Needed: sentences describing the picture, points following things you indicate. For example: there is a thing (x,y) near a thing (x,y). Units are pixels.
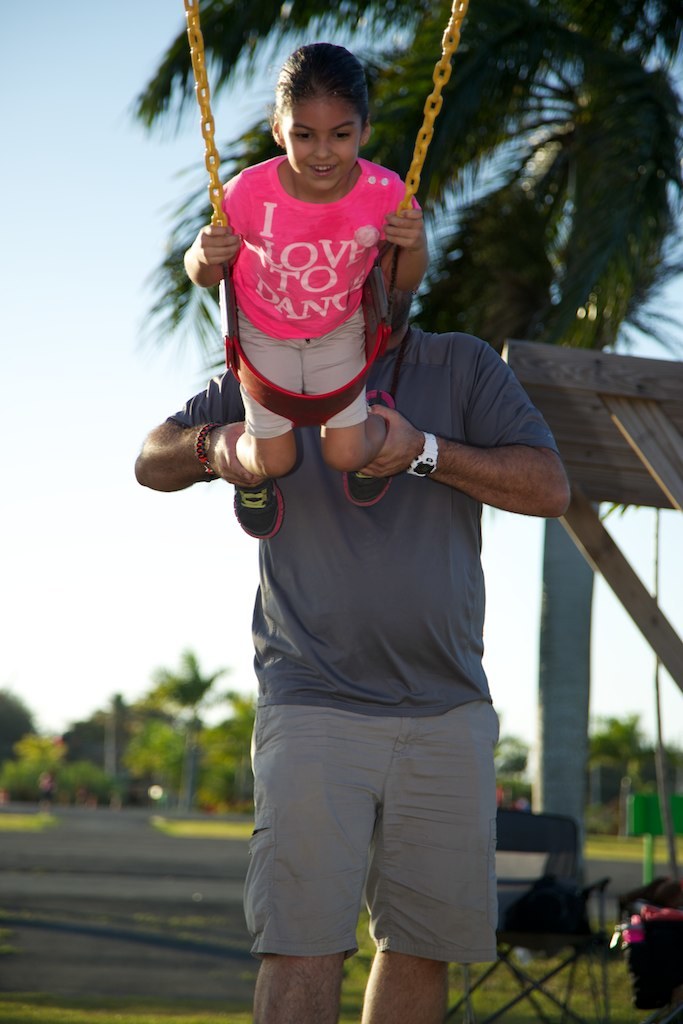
In the center of the image (321,359) we can see a person (340,484) and a kid (260,274) in the swing (192,12). In the background (109,152) we can see chair (502,869), trees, grass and sky (81,305).
